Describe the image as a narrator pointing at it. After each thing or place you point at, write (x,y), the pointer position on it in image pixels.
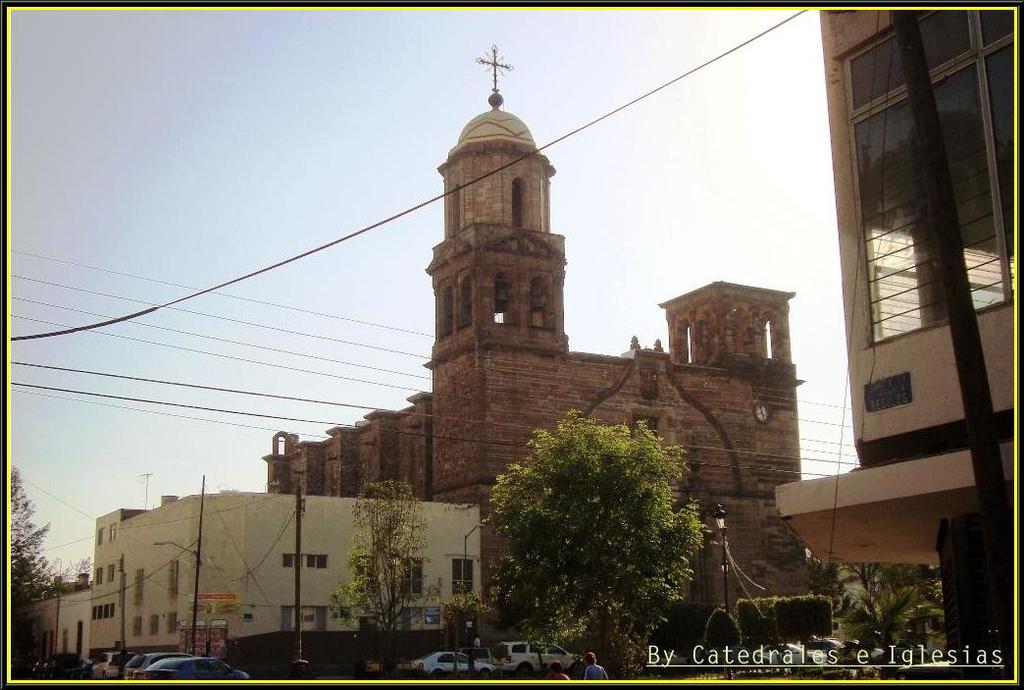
There are vehicles (844,650), trees (655,610), poles (301,556) and buildings (457,505) are present at the bottom of this image (249,588) and the sky (249,267) is in the background (417,185). There is a watermark (827,652) in the bottom right corner of this image (892,665).
